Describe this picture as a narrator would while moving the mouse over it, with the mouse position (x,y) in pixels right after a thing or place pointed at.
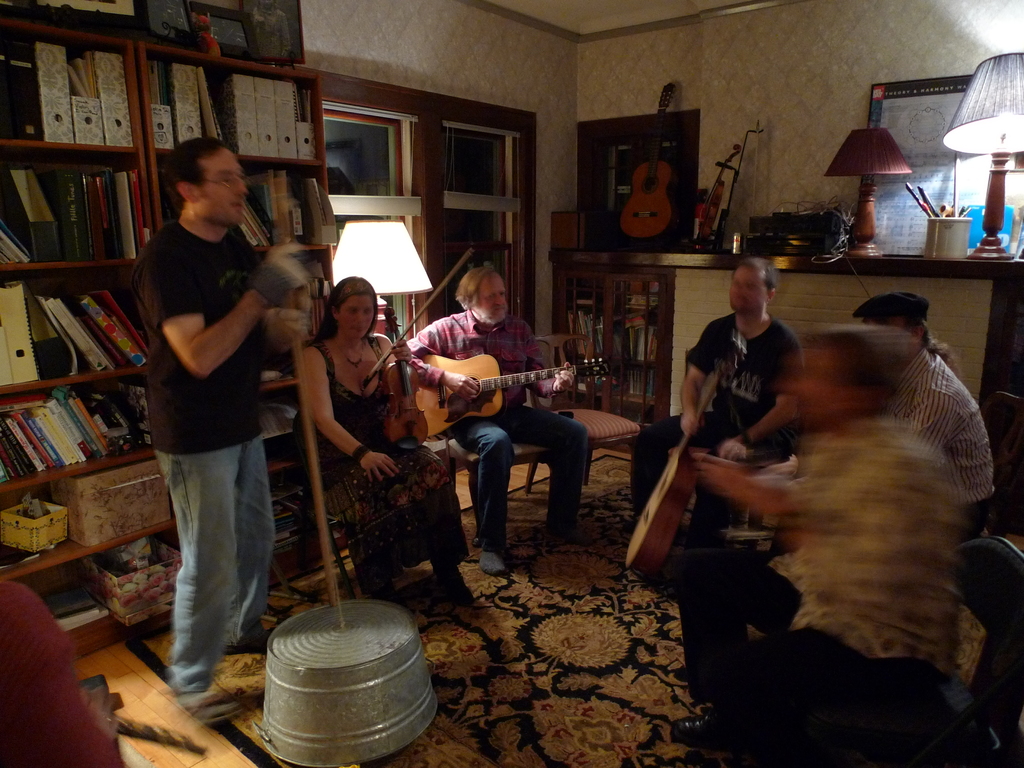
This consist of six people (282,262) performing music. It is clicked inside the room (729,185). To the left (97,223), there is a rack (53,388) in which there are books (109,228). To the right (982,247), there is a desk (999,267) on which lamps (874,189) and frames (969,176) are kept. At the bottom (560,711), there is a floor mat (568,727) on the floor (575,720). In the middle (502,413), the man (496,419) is playing guitar (498,403).
